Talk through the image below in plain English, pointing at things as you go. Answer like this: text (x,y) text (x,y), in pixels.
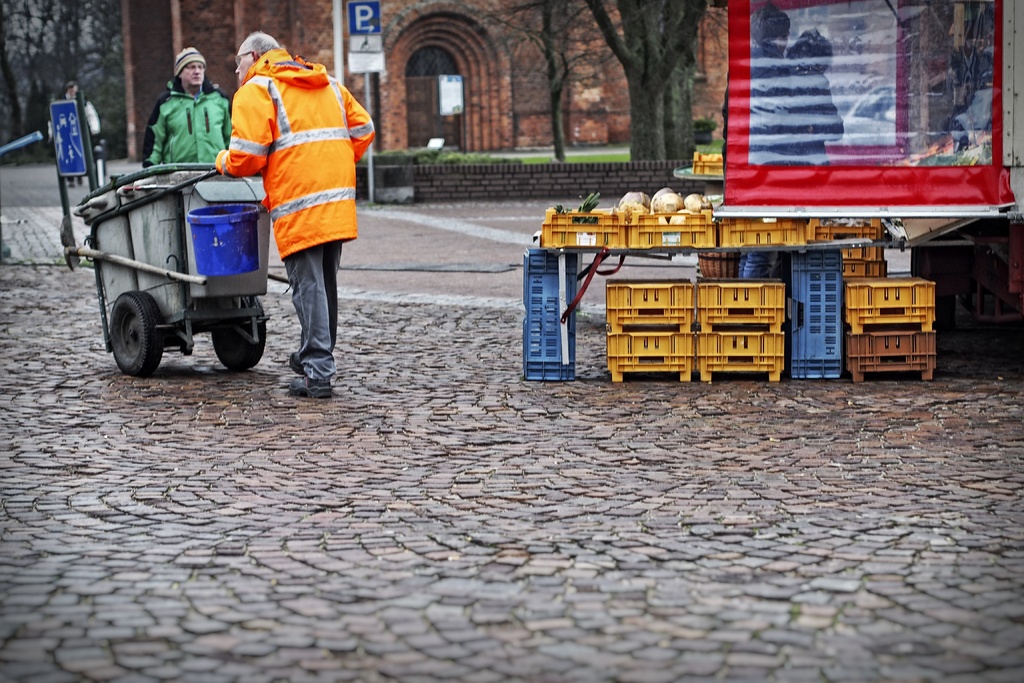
In this picture we can see a banner (862,54), basket (782,236) with vegetables (701,209) in it, trolley (153,201), bucket (227,215), signboards (80,156), two people (265,138) on the ground (469,431), trees (32,97) and in the background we can see a building (518,41).
